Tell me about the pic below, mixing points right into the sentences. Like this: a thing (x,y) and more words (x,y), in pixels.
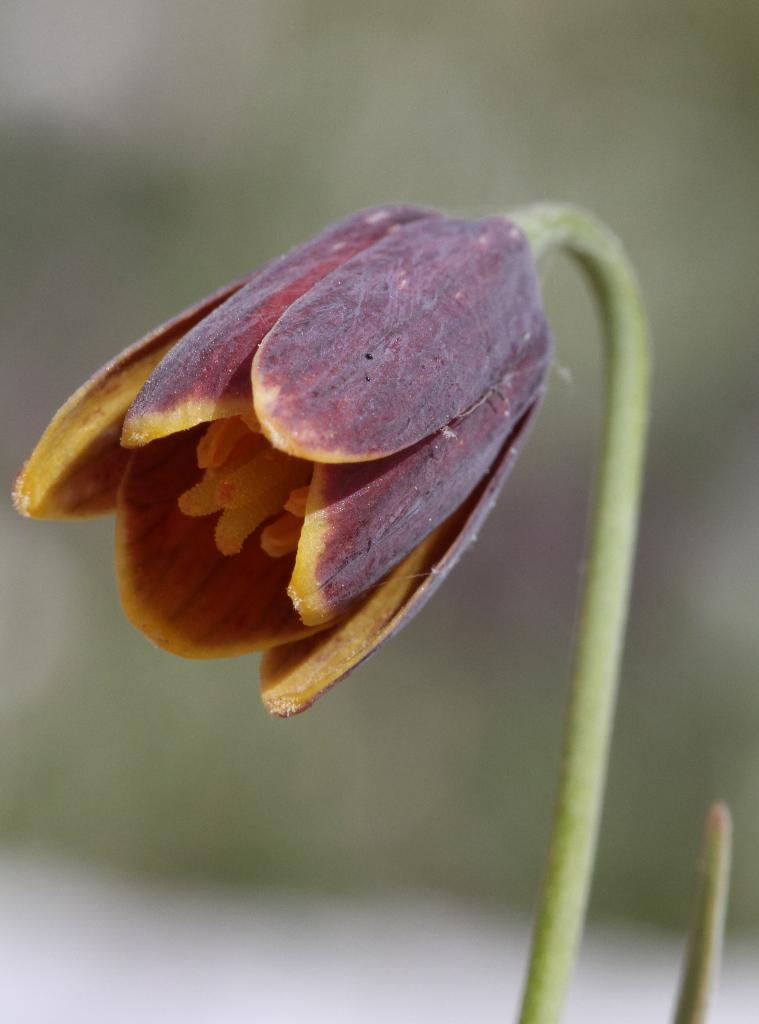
There is a plant (613,268), which is having flower (388,315) which is in brown and yellow color combination. In the background (305,756), there are other objects (92,835).
